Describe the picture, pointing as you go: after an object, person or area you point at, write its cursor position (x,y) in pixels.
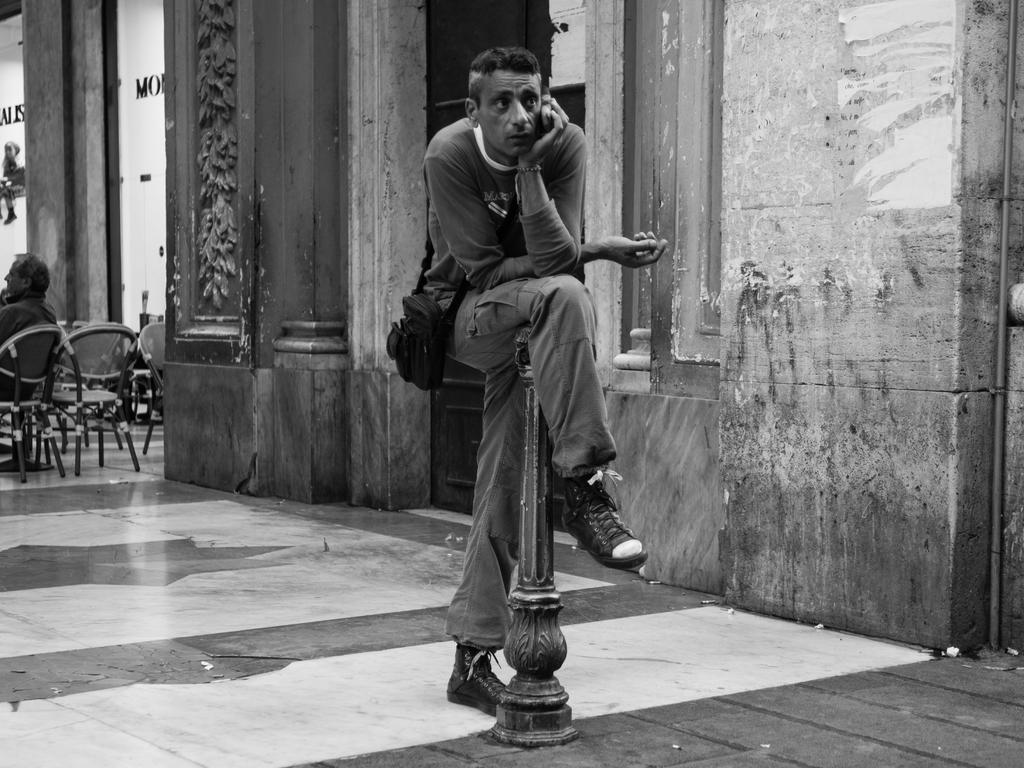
This is the black and white image and we can see a person (509,409) holding an object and there is an object (553,719) which looks like a pole (553,719) on the floor (614,764) and we can see some chairs (136,395). There is a person (45,297) sitting on a chair (19,360) on the left side of the image (42,355) and we can see a building (857,612).
